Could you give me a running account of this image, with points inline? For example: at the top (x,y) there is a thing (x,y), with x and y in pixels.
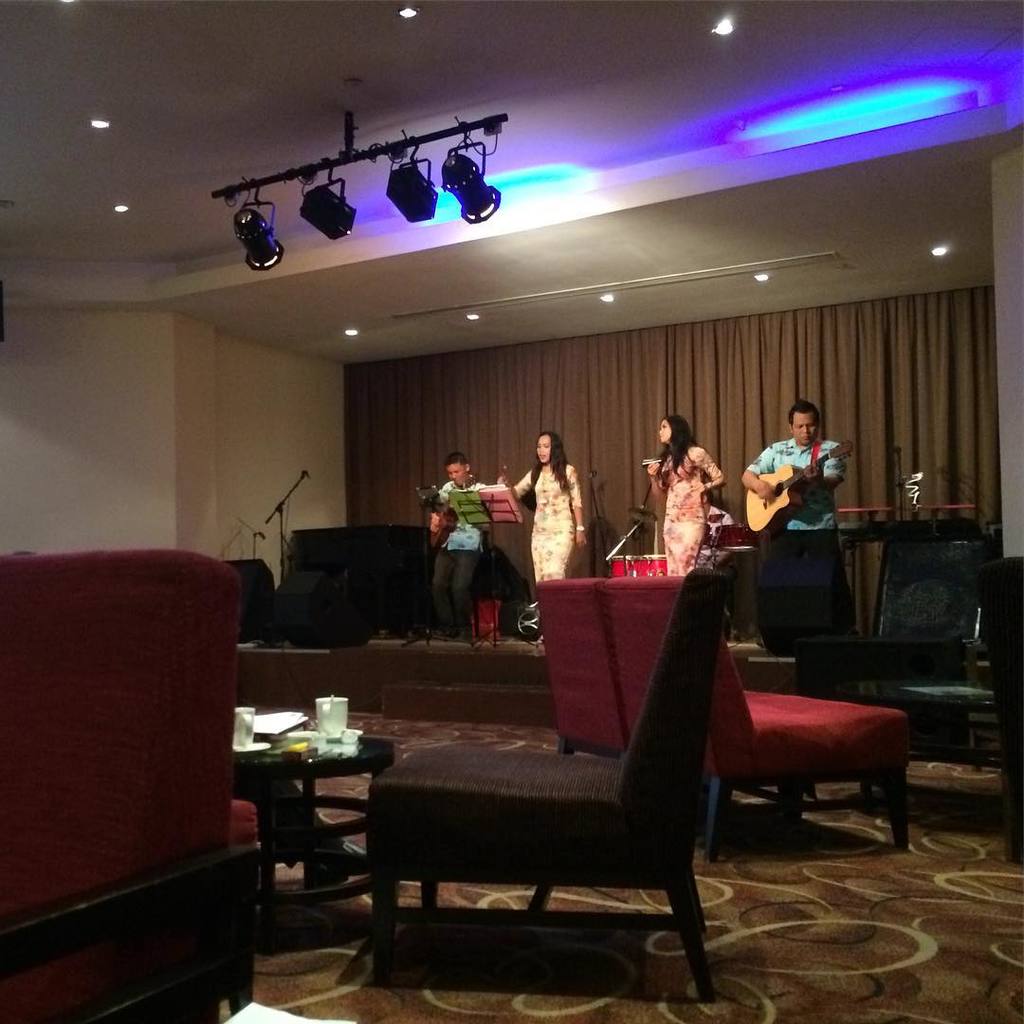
This is the picture of a room (547,718) where we have some chairs (622,685) and a table (274,771) and some things (323,710) on it and four people (458,603) on stage (489,653) playing some musical instruments (645,516).
